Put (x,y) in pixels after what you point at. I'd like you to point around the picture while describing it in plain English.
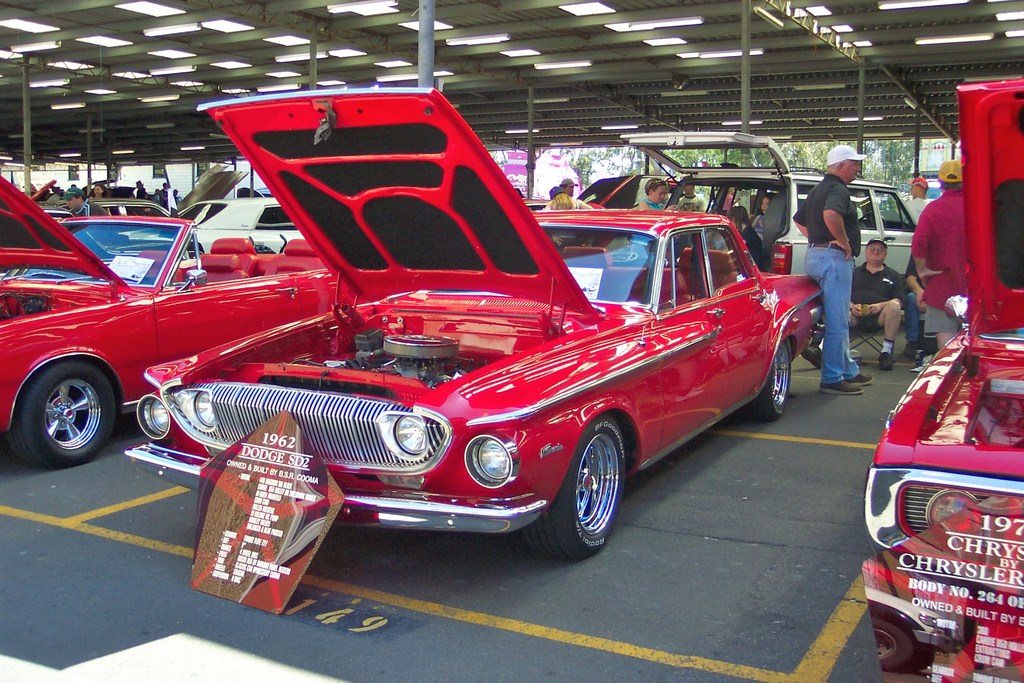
In this image it seems like it is a car exhibition in which there are so many cars (481,390) for the display. There are people (97,191) standing near the cars (154,229) and seeing the cars (657,335). At the top (473,46) there is ceiling (545,44) with the lights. In front of the cars (220,449) there is a board (264,501) which shows the details of the car (656,375).
